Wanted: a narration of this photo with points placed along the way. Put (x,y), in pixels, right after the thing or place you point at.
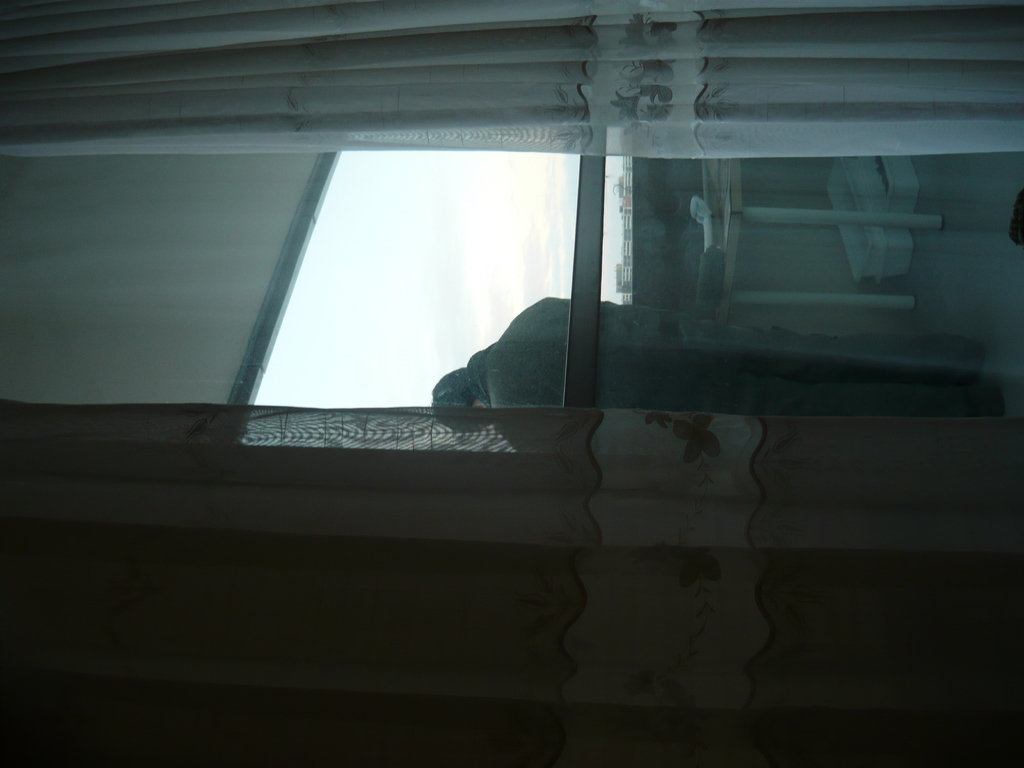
In this image there is one person (750,407) standing in middle of this image (543,401) and there is a curtain (394,528) at left side of this image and right side of this image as well and there is a glass door (532,219) in middle of this image (643,306), and as we can see there is a sky (369,298) in the background (402,283).
